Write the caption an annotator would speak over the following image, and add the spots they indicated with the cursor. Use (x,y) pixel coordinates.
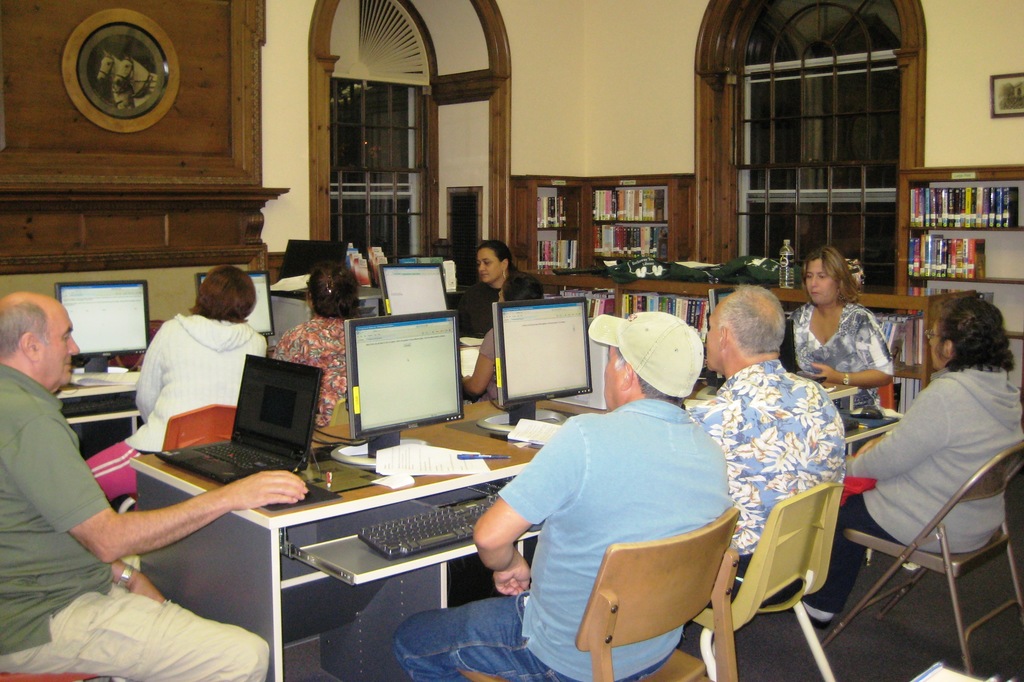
As we can see in the image there is a wall (600,102), window (784,126), few people (235,276) sitting on chairs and there are tables (468,447). On tables (494,445) there are laptops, pens (460,459) and papers (448,448).
